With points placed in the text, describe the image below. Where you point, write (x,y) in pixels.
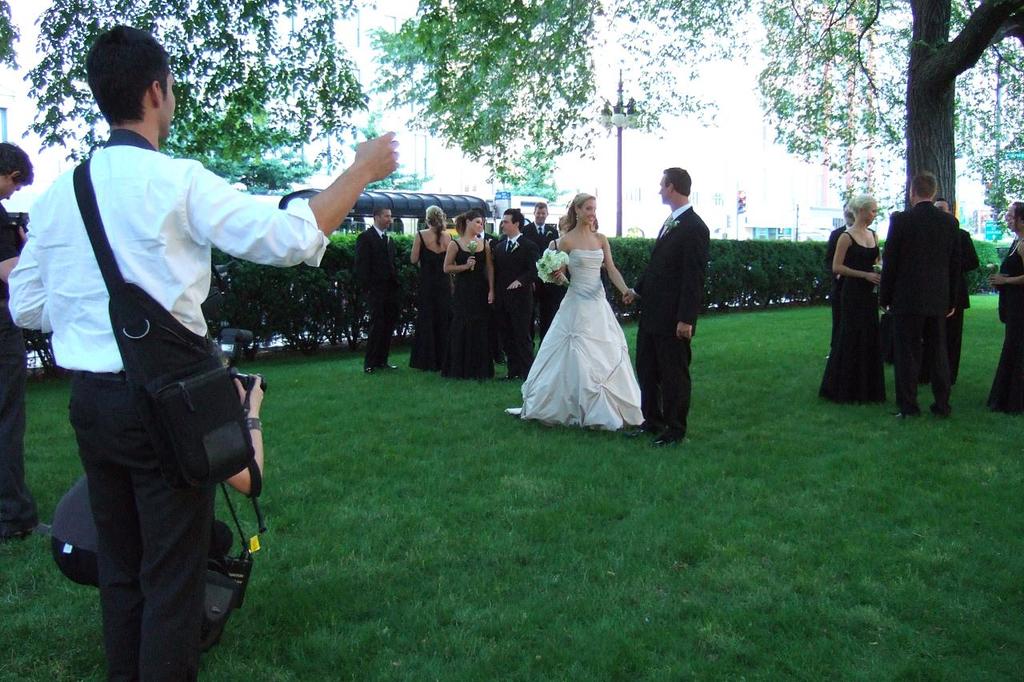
In this image there is a green grass land (755,466) and a tree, there is a wedding photo shoot going on, few persons (538,283) are standing on either side in the middle (593,281) there is couple (592,347) posing to a photograph there are three photographer (111,352) in the left side (93,343), in the background (305,270) there are plants (820,268), pole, and a bus (407,204).
